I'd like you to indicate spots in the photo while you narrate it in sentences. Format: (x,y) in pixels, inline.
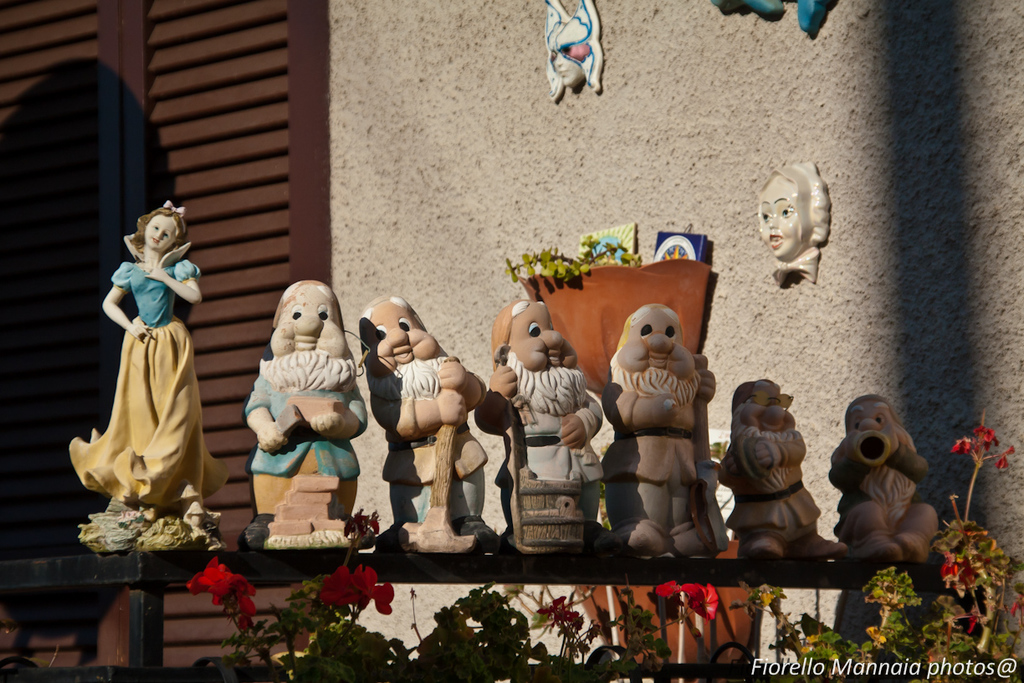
In this picture there is a rack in the center of the image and there are toys (447,451) on it and there is a window (248,184) in the background area of the image (224,343) and there are plants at the bottom side of the image (545,612).
